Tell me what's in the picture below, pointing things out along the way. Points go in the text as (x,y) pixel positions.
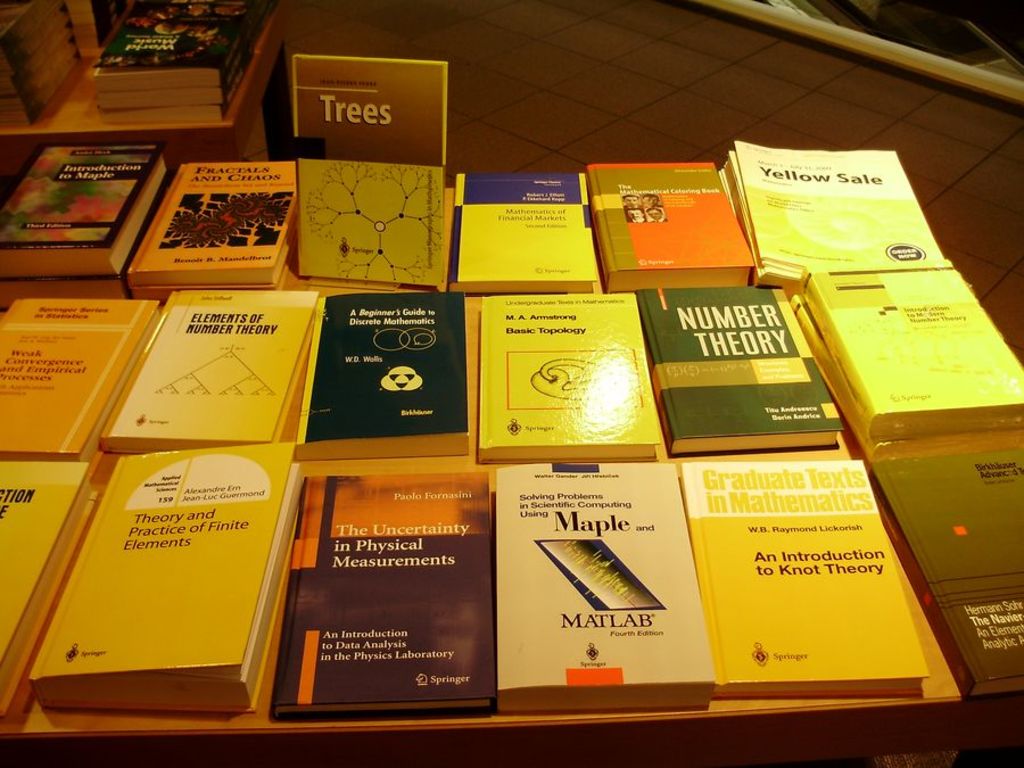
In this image I can see a table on which few books (296,543) are placed.
